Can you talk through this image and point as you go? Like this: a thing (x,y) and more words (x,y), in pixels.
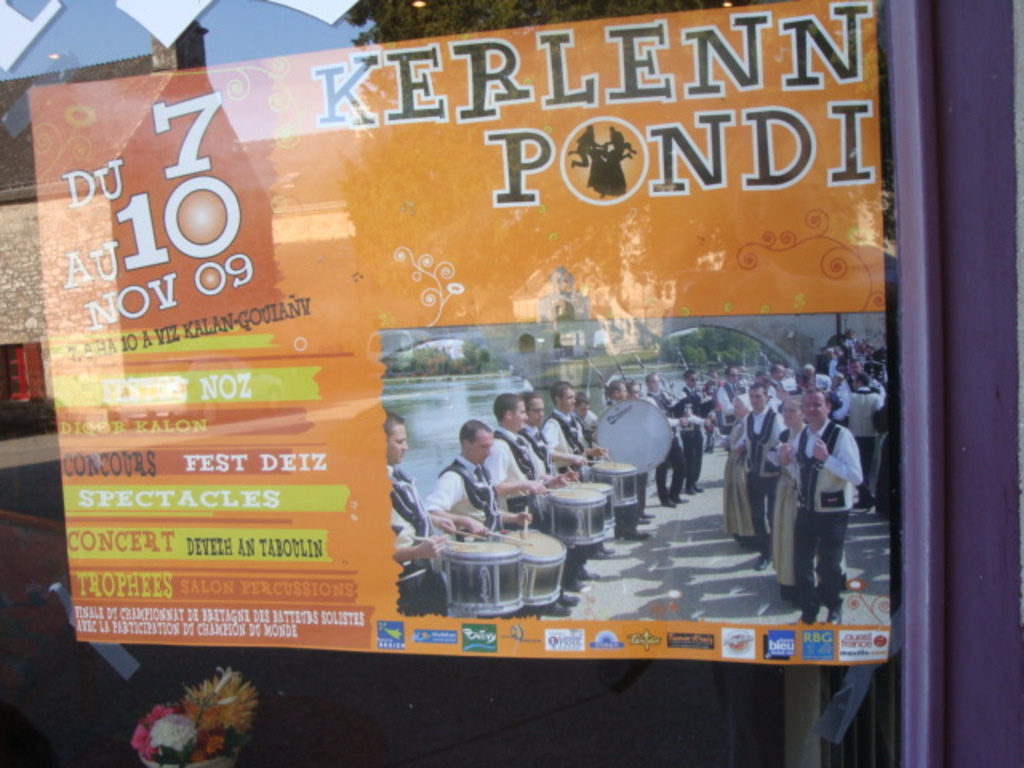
In this image we can see the glass wall (58,528) and there is a poster (433,621) with some text (282,614) and on the poster (222,102), we can see a few people (691,432) are playing musical instruments (600,445) and few people (775,431) looks like they are dancing and we can see the water (418,422). We can see the reflection (483,9) of two buildings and a tree (387,13) on the glass wall (122,701) and there is a flower bouquet (173,724) at the bottom of the image (211,744).
